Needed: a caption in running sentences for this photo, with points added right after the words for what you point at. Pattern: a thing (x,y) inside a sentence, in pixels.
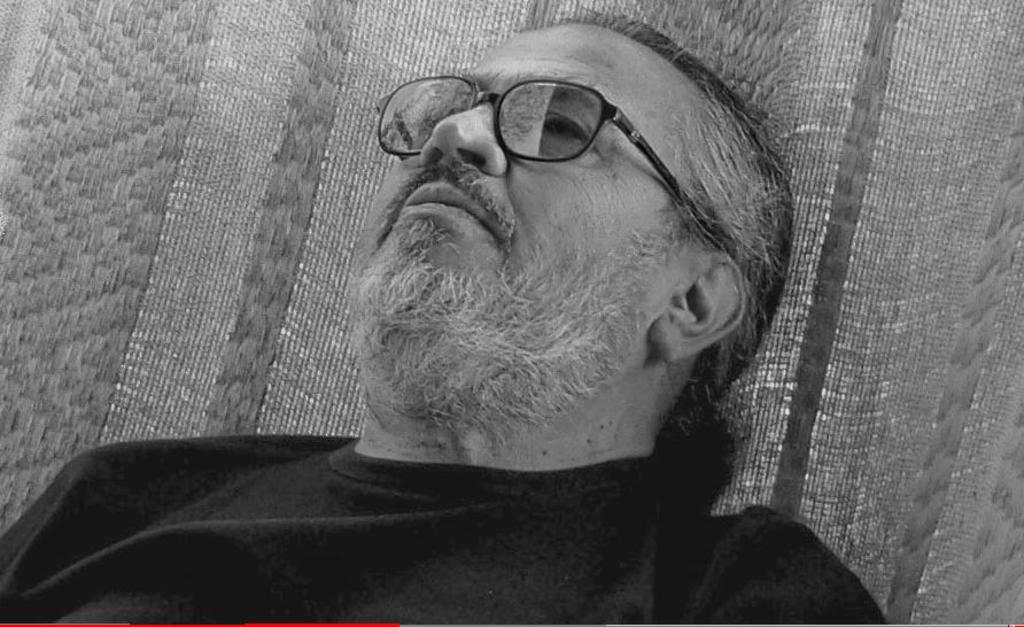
The man (527,495) in the middle of the picture (408,350) wearing a black T-shirt (327,520) is reclining. Behind him, we see a cloth (852,365) or a net (225,253). This is a black and white picture.
